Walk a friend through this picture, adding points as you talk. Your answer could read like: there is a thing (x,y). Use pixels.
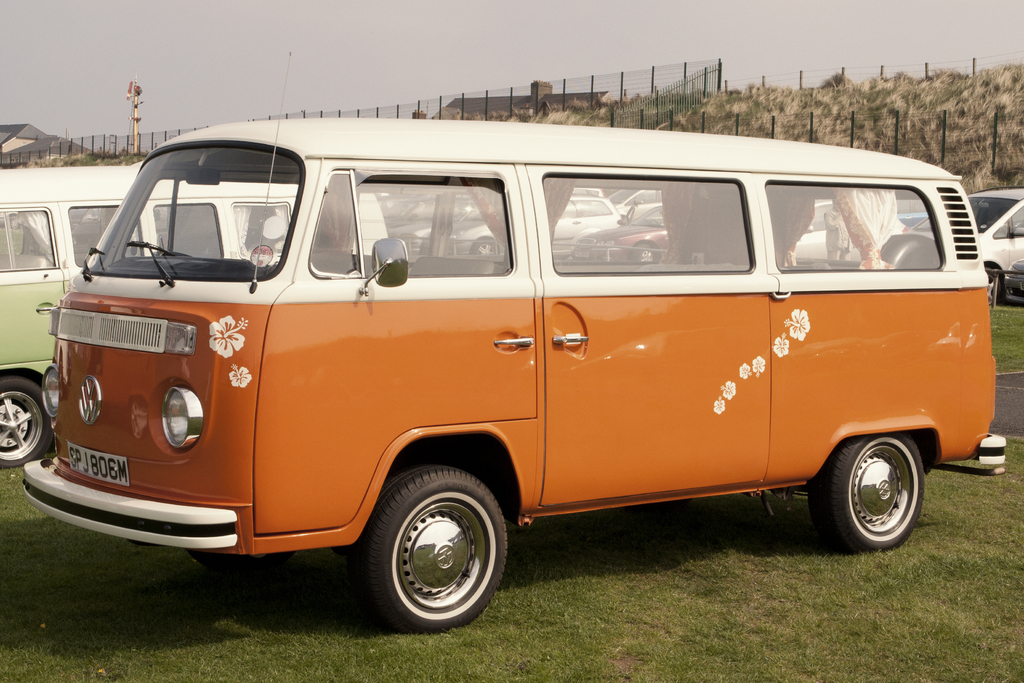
In the picture we can see a van (279,449) on the grass surface (1016,586), the van (842,308) is orange in color and beside it we can see another van (5,225) which is green in color and behind it we can see some cars (985,200) are parked and in the background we can see a fencing wall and behind it we can see a sky (584,51).
